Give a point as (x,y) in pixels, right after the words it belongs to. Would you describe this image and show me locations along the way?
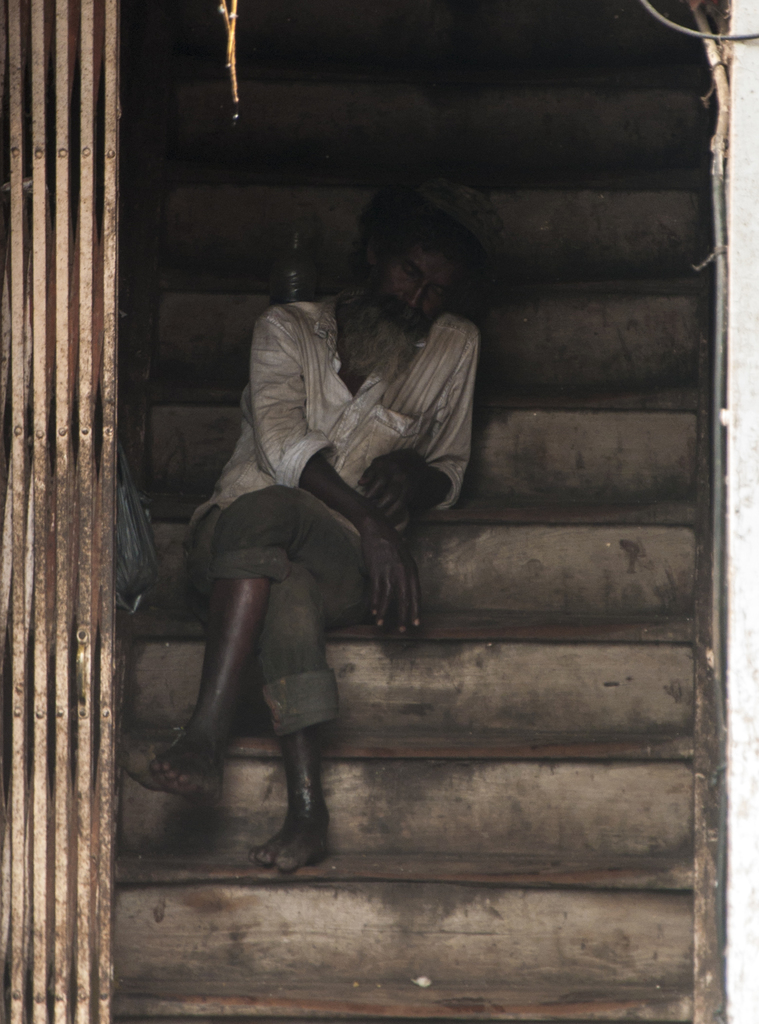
Here, we can see some stairs (621,699), there is a man (327,450) sitting on the stairs (215,469), at the left side (21,746) there is a metal grill (63,248).
